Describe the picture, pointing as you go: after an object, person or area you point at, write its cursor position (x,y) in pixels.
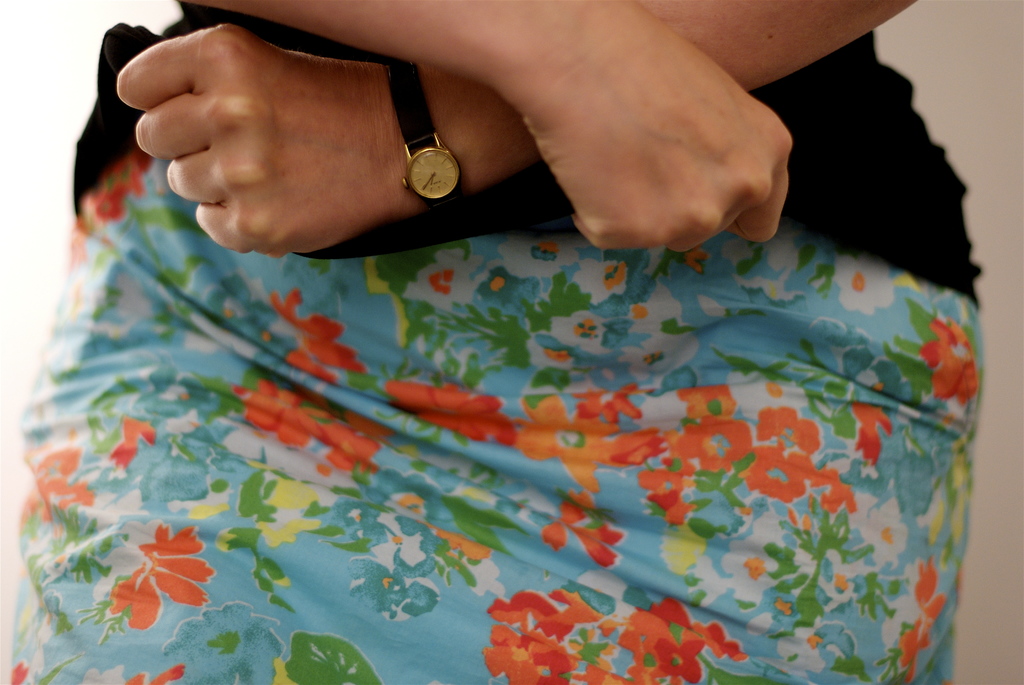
In the picture I can see a person (336,401) who is wearing a watch (426,177) and clothes (592,412). On this clothes (421,466) I can see design (374,543) of flowers (552,520).
